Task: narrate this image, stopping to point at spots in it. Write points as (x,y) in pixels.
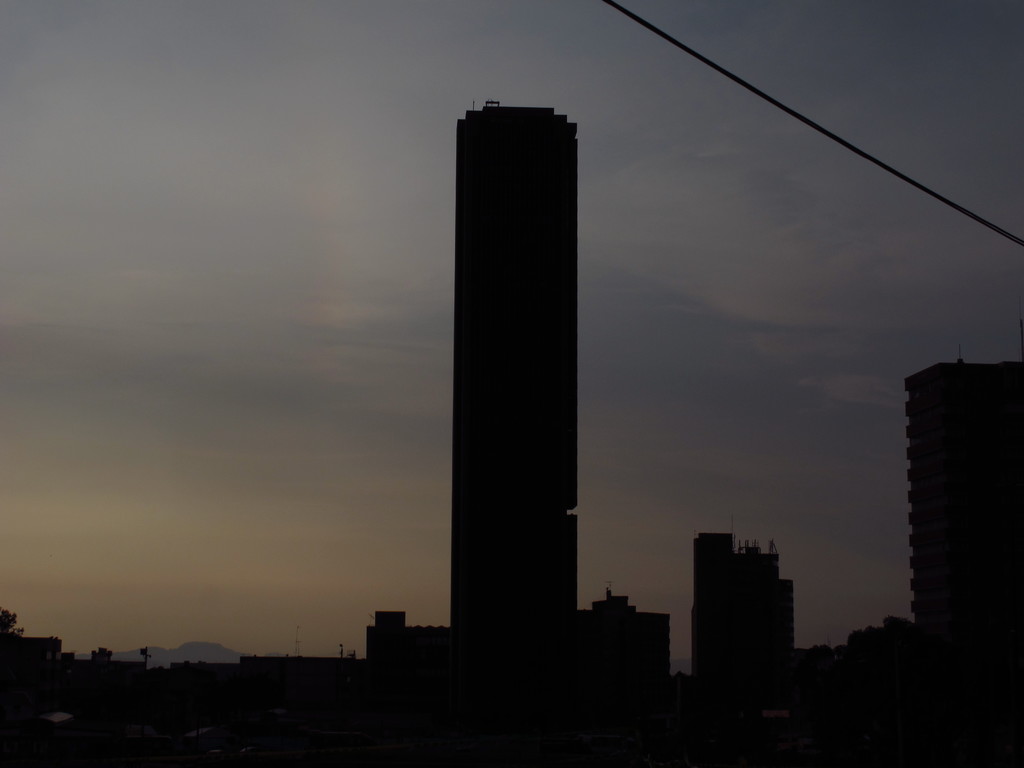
In the picture we can see some buildings (280,688) and tower buildings (480,691) which are dark and behind it we can see a sky (646,218) with clouds (702,449).
